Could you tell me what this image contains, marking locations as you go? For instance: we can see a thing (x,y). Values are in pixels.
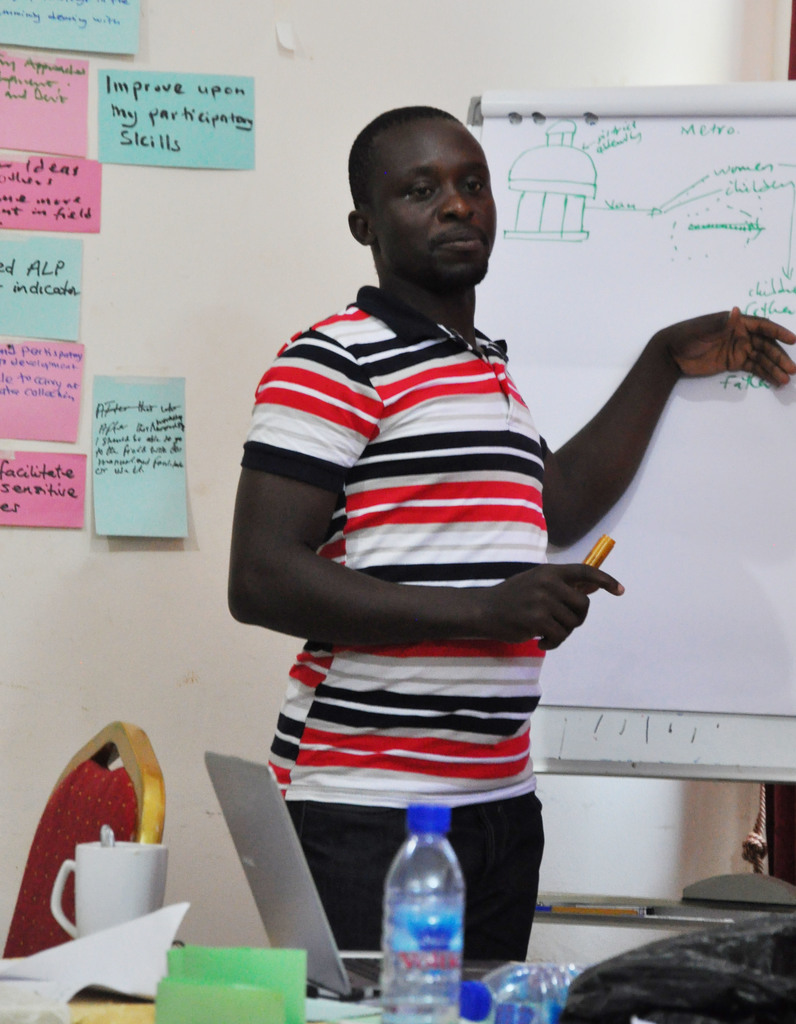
In this image I can see a person (371,494) standing. In front of that person (364,699) there is laptop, bottle (426,968), cup (118,882) and some of the objects (579,1016) on the table (152,1023). To the left of that person (475,431) there is a board (553,211) and the wall (300,108).
